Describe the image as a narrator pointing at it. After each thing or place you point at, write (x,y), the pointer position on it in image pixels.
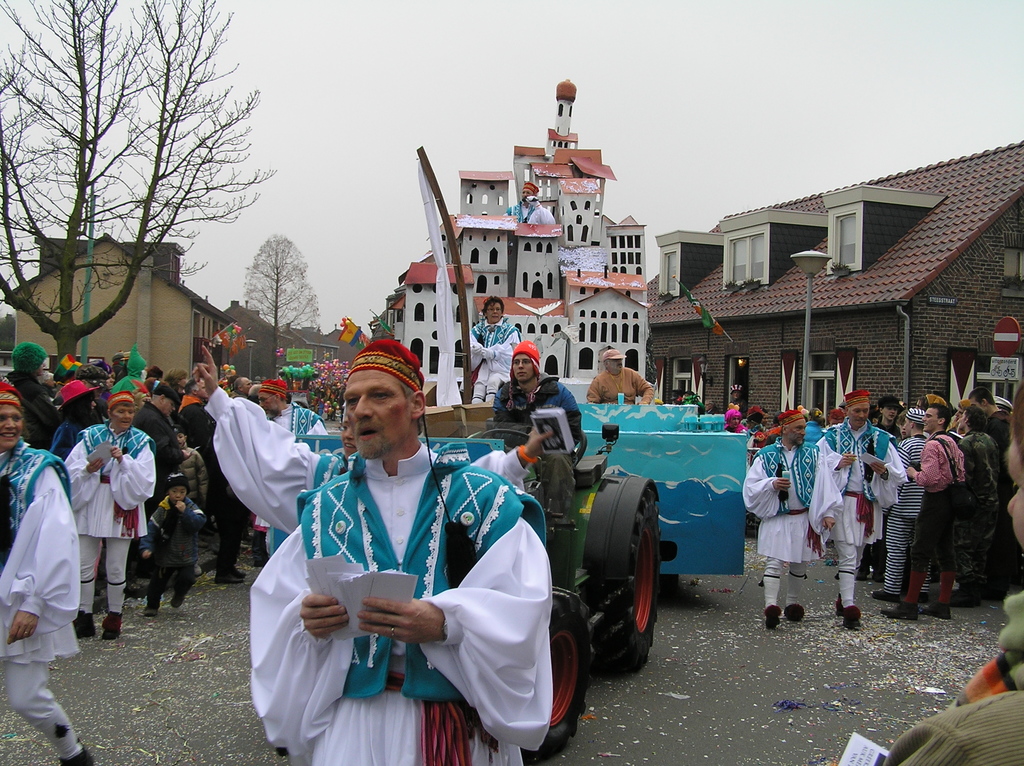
There are few persons (547,583) wearing white and blue dress (535,568) and there is a vehicle (580,474) behind them and there are few people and buildings (851,289) on either sides of them and there are trees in the left corner (249,296).
